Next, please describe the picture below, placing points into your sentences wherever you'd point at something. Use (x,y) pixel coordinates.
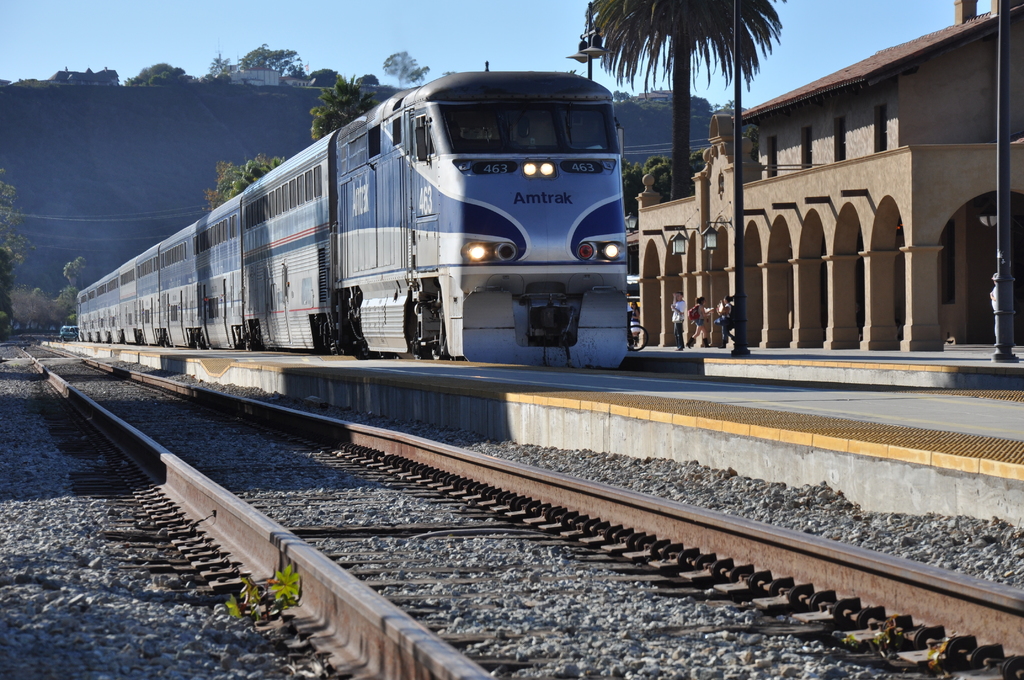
In this picture I can see the track (156,490) in front (250,539) and I can see number of stones (247,467). In the middle of this picture (369,399) I can see the platforms (734,442), poles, a building (773,248), a train (608,201) on which there are lights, numbers (512,168) and a word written and I see few people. In the background (510,14) I can see the trees (609,6), few buildings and the sky (258,29).
